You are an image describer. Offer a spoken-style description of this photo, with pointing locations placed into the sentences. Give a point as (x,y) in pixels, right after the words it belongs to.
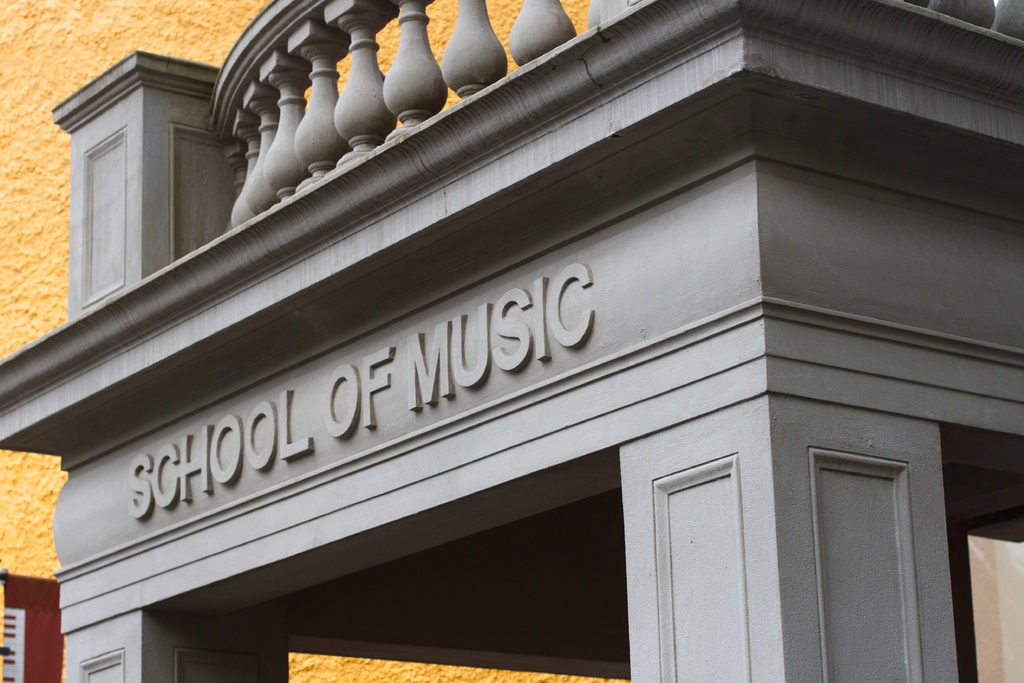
In this picture I can see a building (587,495) with the text (454,377) on it.
